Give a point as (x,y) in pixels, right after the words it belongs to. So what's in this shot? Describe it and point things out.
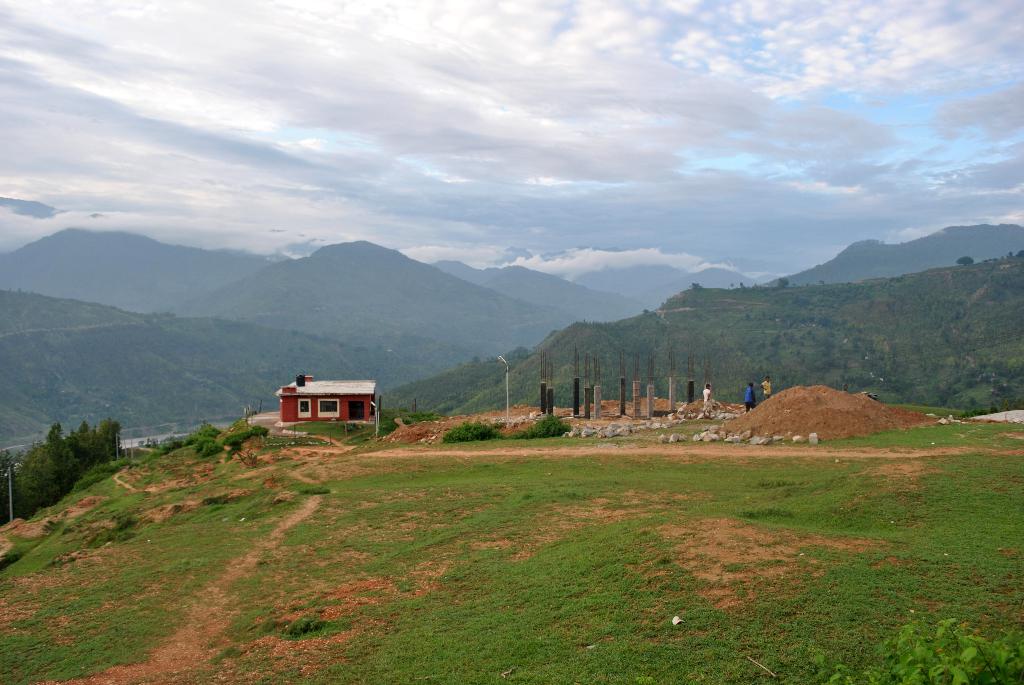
In this image we can see grass (280,636), some persons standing near the sand (773,428), there is a house (336,413), there are some pillars (587,411), there are some trees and in the background of the image (511,351) there are some mountains (474,319), trees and cloudy sky (397,180).
